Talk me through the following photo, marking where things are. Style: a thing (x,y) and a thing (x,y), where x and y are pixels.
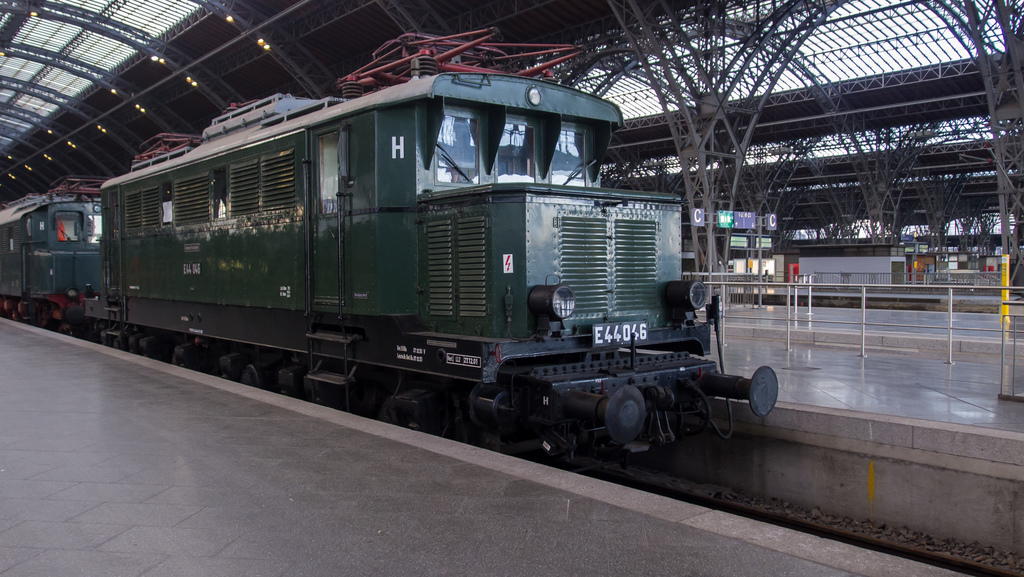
In this picture there is a train (658,342) on the railway track (969,572). At the back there are boards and there are railings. At the top (19,108) there are lights (48,134) on the roof (184,28) and there is sky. At the bottom (882,395) there is a floor (649,570) and there is a railway track (978,561).
